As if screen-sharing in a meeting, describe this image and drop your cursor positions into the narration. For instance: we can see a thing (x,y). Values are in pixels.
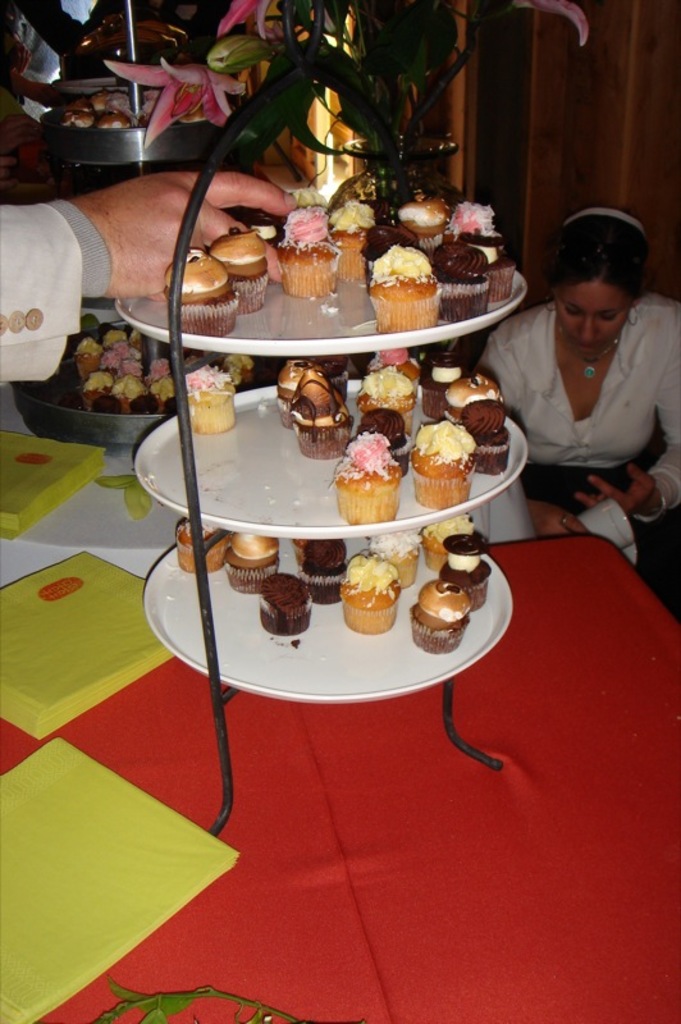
In this image I can see few cupcakes (137,379) in the plates (322,674) and I can see the person (591,399) sitting and the person (577,452) is wearing white color dress (570,452). In front (126,616) I can see few papers (137,620) on the red and white color surface (254,848).
